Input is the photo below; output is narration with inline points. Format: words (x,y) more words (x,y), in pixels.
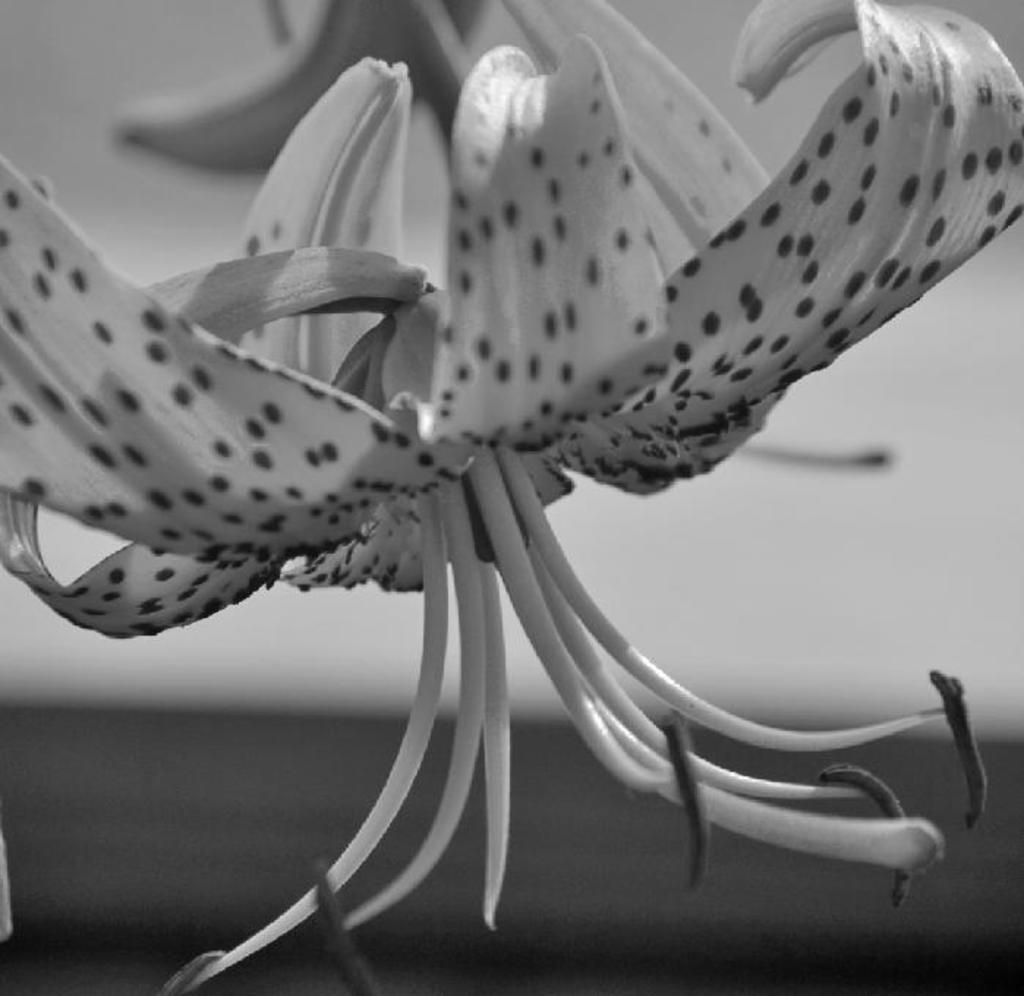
In this image there is a flower (428,525), at the bottom of the image (511,822) there is an object (170,837) that looks like a floor (718,840), at the background of the image (83,63) there is a wall (847,537), the background of the image (822,565) is white in color.
